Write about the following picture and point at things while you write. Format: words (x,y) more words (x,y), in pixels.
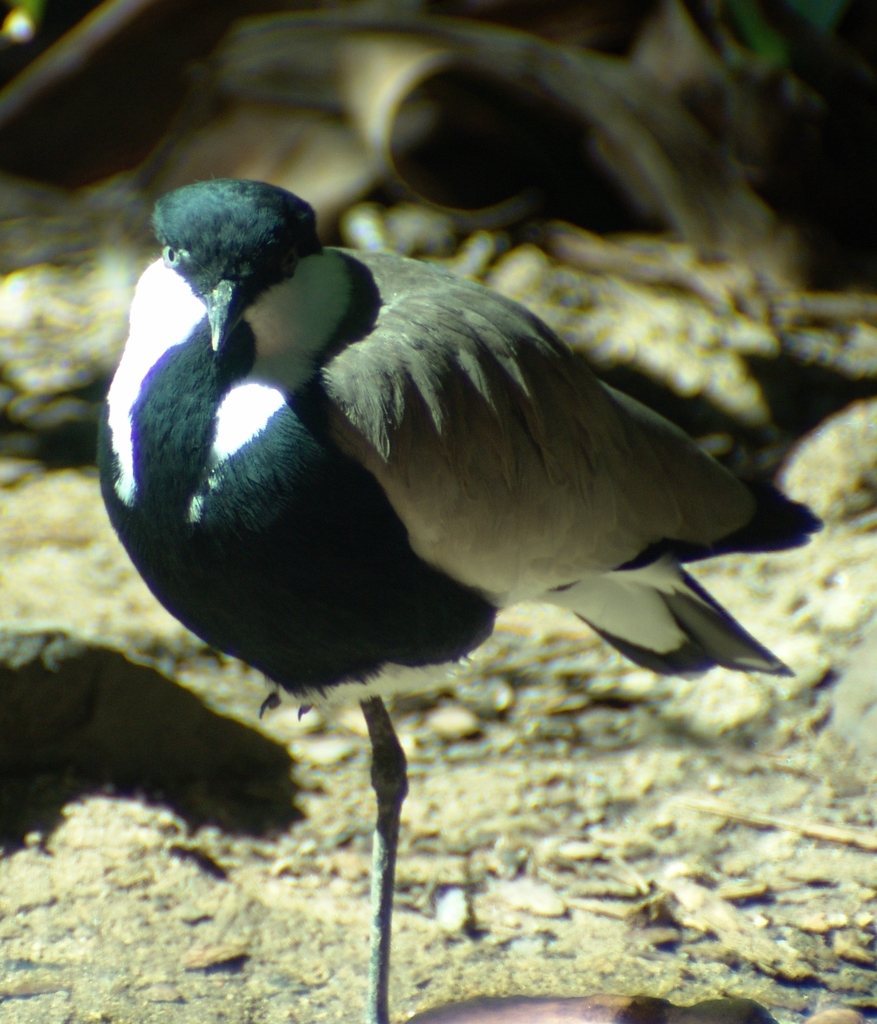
In the middle of the image (383,635) we can see a bird (377,617) and we can see blurry background (731,263).
